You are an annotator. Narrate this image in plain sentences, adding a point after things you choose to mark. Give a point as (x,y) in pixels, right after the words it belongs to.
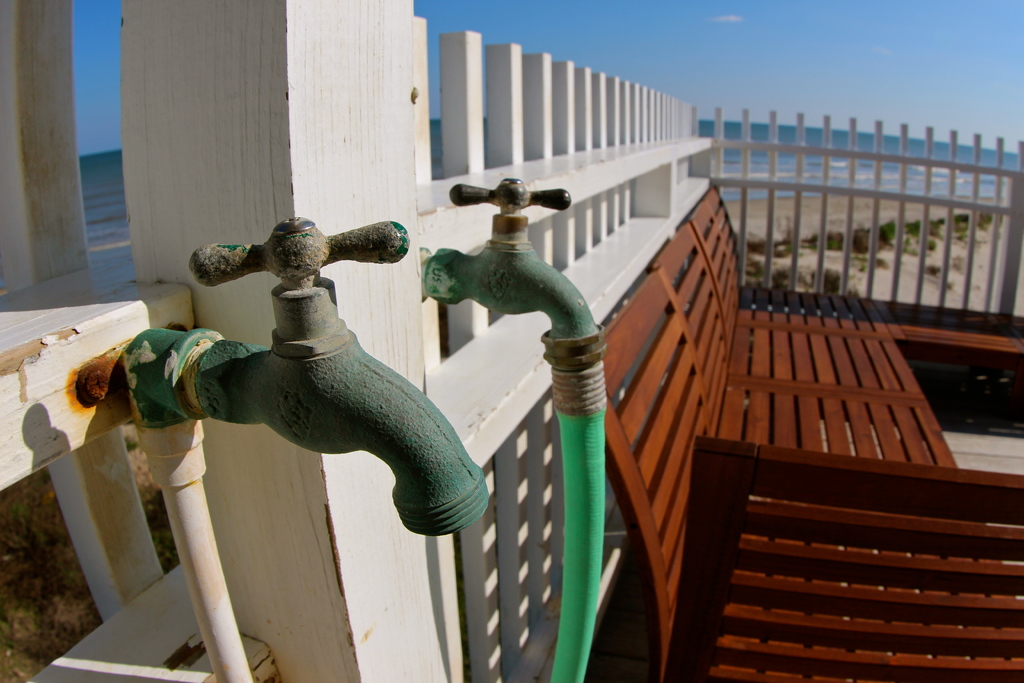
In this image I see 2 taps (371,245) and a pipe (548,342) which is connected to this tap (527,217) and I see lot of chairs (1015,314).
